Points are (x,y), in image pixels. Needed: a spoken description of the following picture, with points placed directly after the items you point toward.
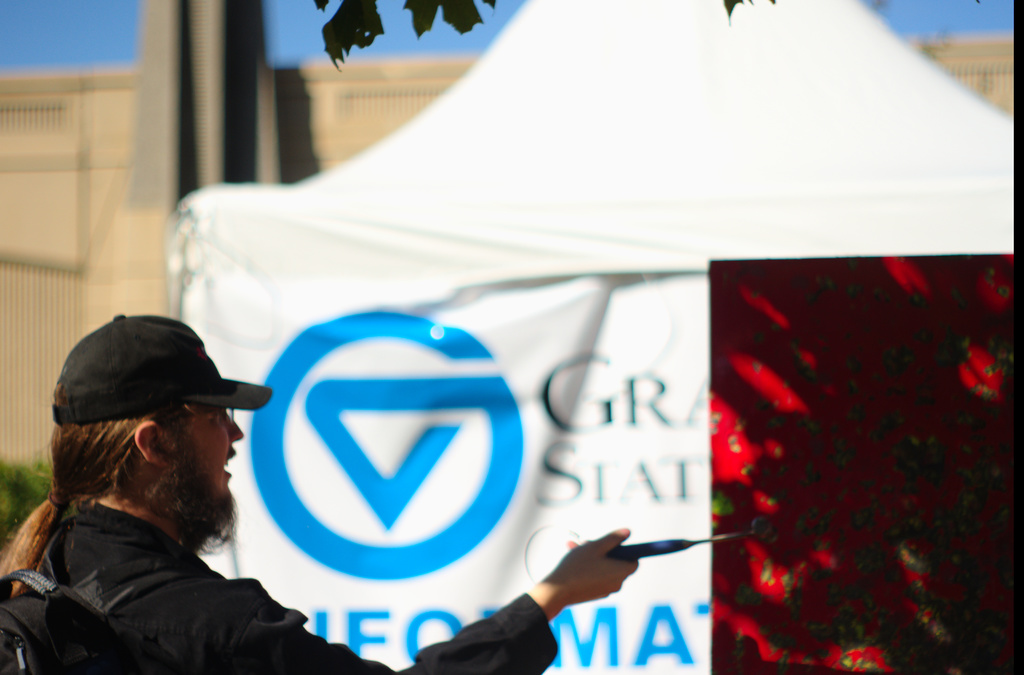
On the bottom left (236,606) there is a man (190,407) who is wearing a cap (162,348), spectacle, black t-shirt (154,625) and bag (94,641). He is holding tool (759,532). In the back (722,122) we can see tent (705,131) and the wall (299,154). At the top (326,53) we can see leaves (354,49). Here it is sky (35,32). Here we can see plant (16,478).
